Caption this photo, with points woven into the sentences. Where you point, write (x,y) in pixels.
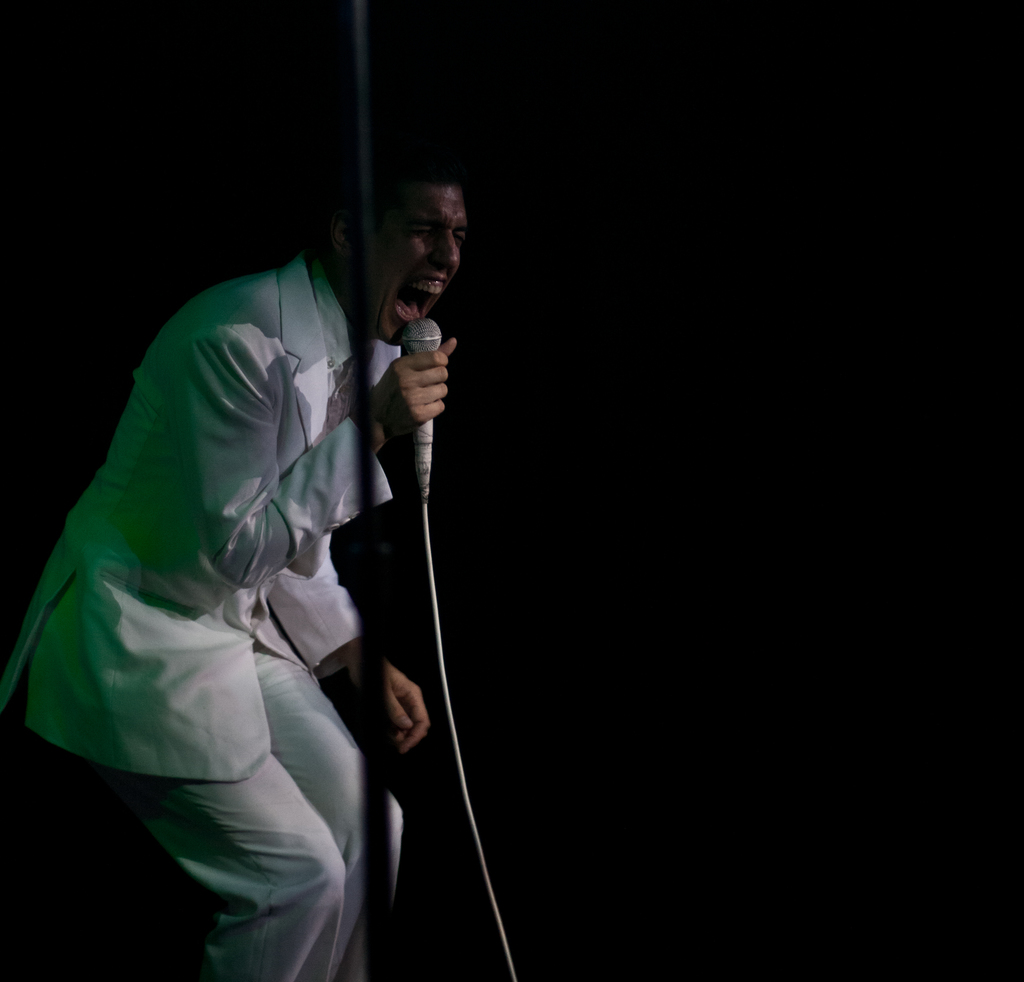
In this image we can see a person (203,754) wearing a white color suit (135,478) and holding a mic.
